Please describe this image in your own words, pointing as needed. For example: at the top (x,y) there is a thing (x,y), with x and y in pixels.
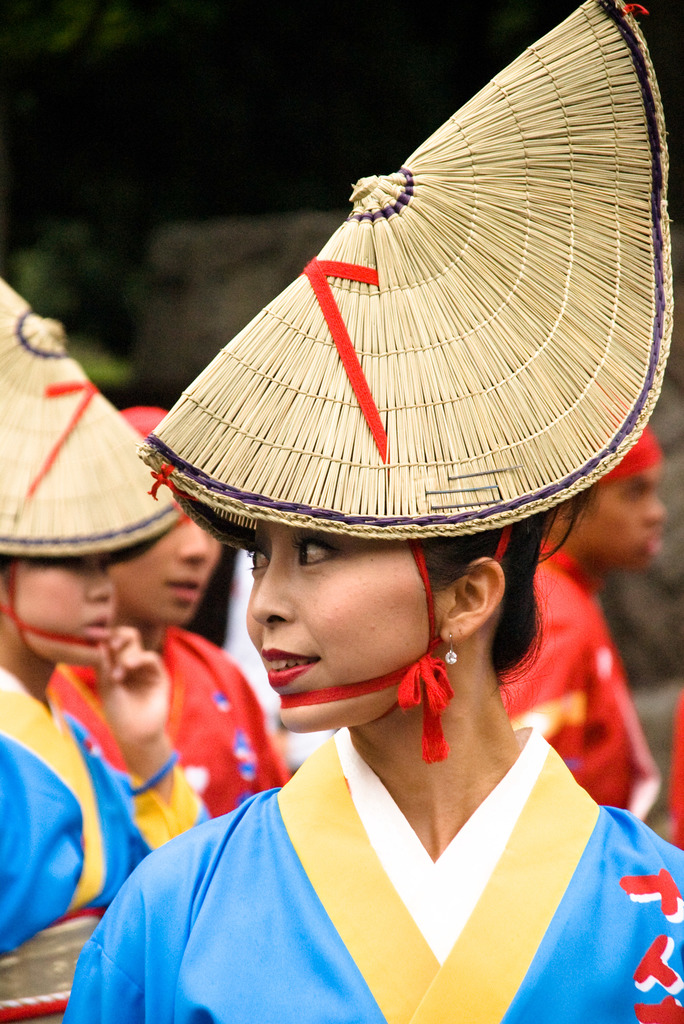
In this image we can see few people (240,725) wearing costumes (279,442) and a blurry background (243,140).
